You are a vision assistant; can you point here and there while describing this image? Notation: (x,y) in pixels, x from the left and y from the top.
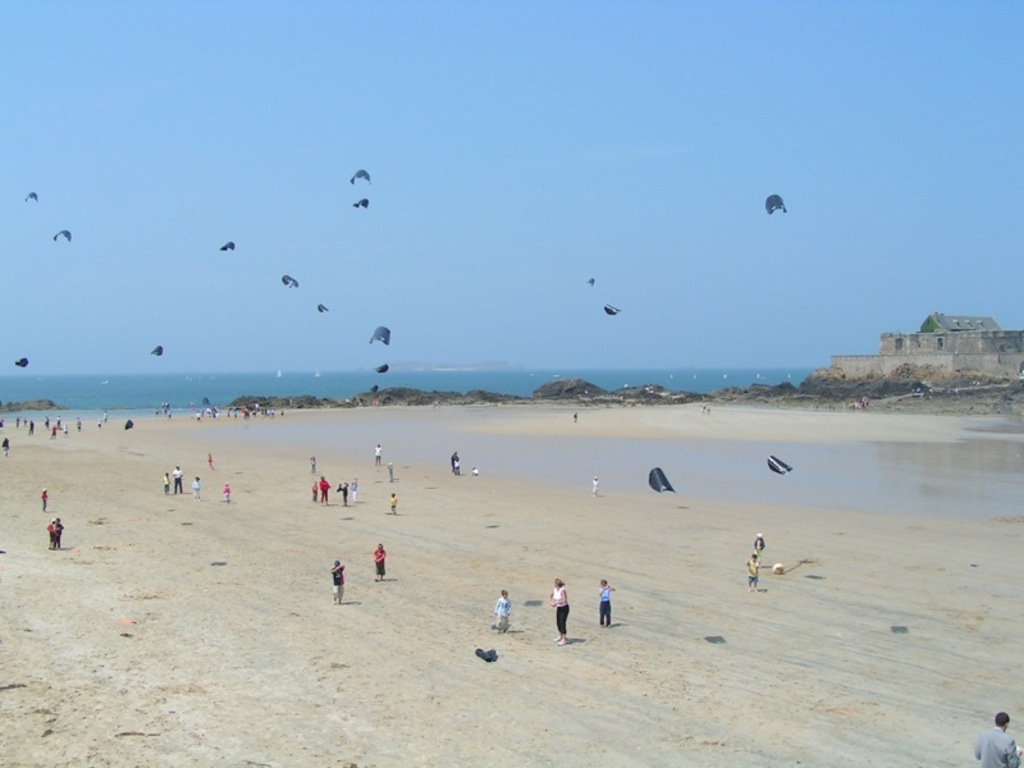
In the image we can see there are many people (379,566) standing and some of them are walking, they are wearing clothes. We can even see there are kites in the sky (374,345). Here we can see the water (128,376), rocks (419,390), the house (898,365) and the sky (906,162).
